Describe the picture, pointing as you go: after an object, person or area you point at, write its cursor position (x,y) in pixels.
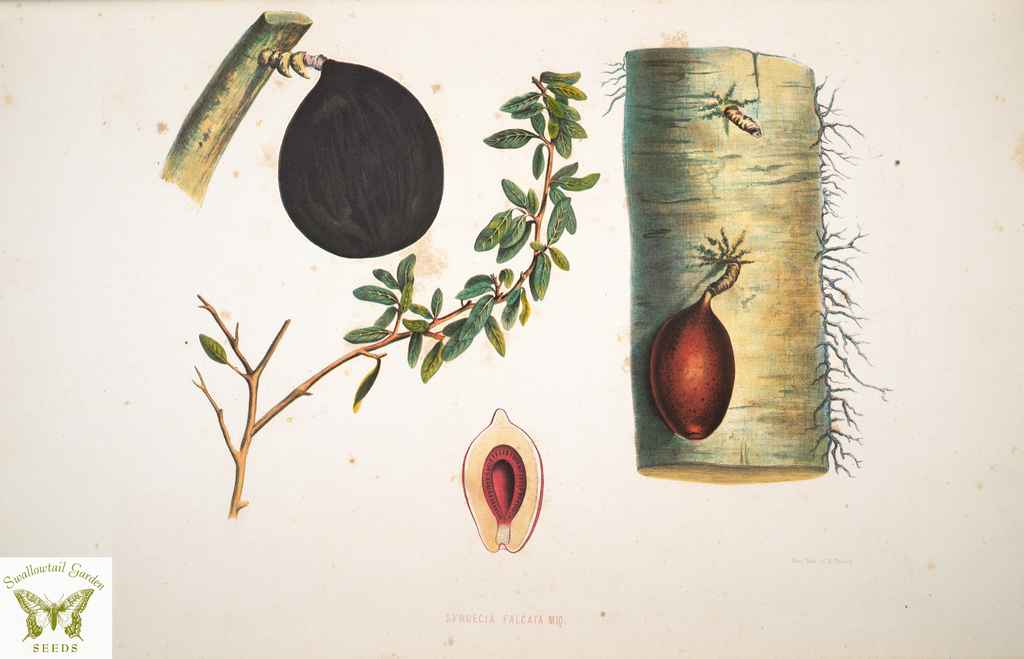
In this image we can see some pictures (334,363), One picture (386,288) is of stem (284,406) with leaves (404,298) and the other is bark (779,366) with roots (830,288) and the third one is stem (227,89) with fruit (366,167). Bottom left of the image (31,606) a watermark (47,619) is there.
